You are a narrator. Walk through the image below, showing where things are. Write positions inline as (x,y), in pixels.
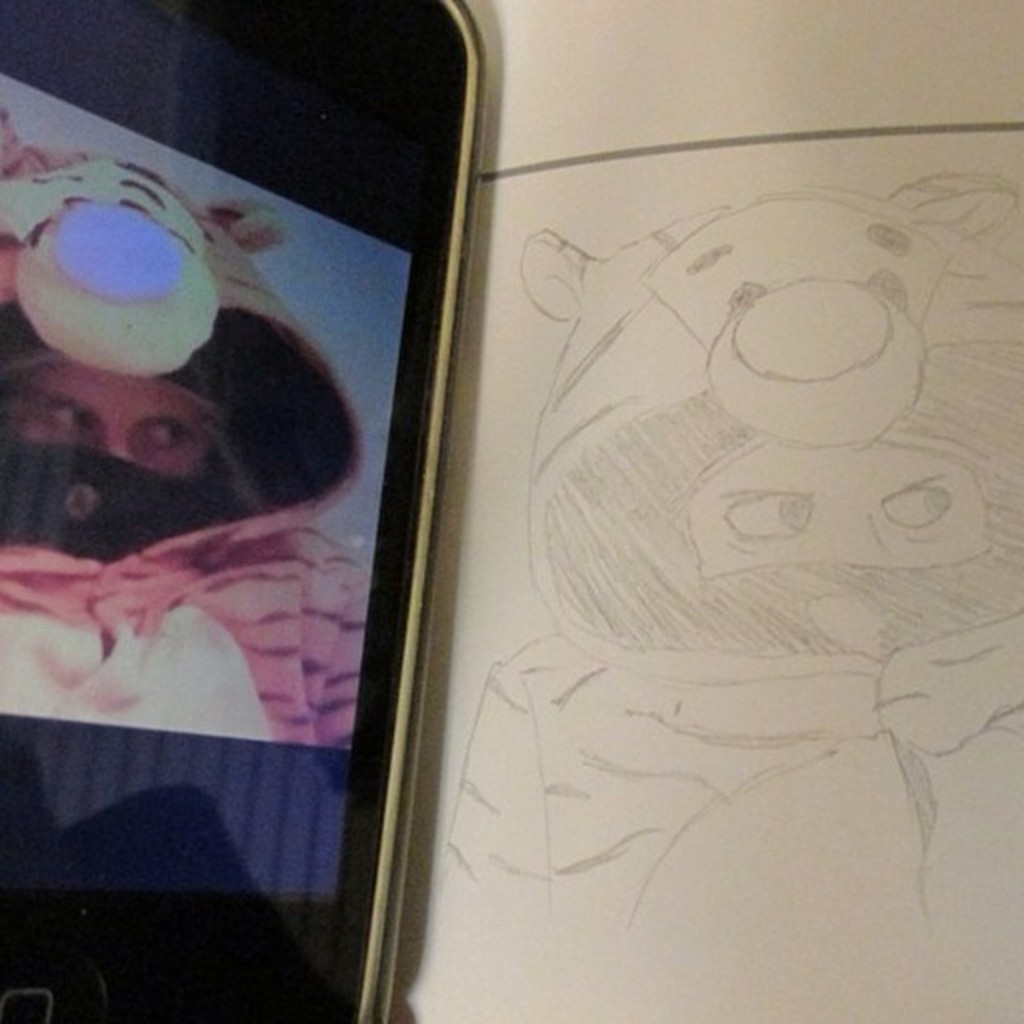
In this image we can see a drawing (875,863) of a person (858,793) wearing a costume (963,790). On the mobile screen (261,280) we can see a person (222,503) wearing a costume (213,727) at the left side of the image (172,454).
